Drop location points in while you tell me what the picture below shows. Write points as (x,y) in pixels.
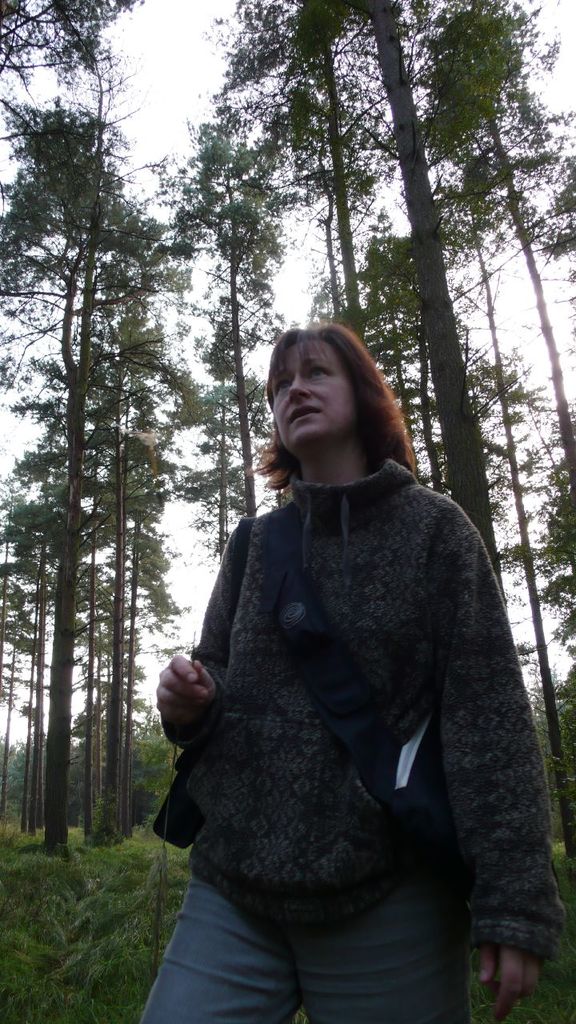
The woman (289,836) in the middle of the picture (277,605) wearing a black jacket (340,802) and blue jeans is standing. Behind her, there are many trees (454,330). At the top of the picture (505,320), we see the sky (1,312).
